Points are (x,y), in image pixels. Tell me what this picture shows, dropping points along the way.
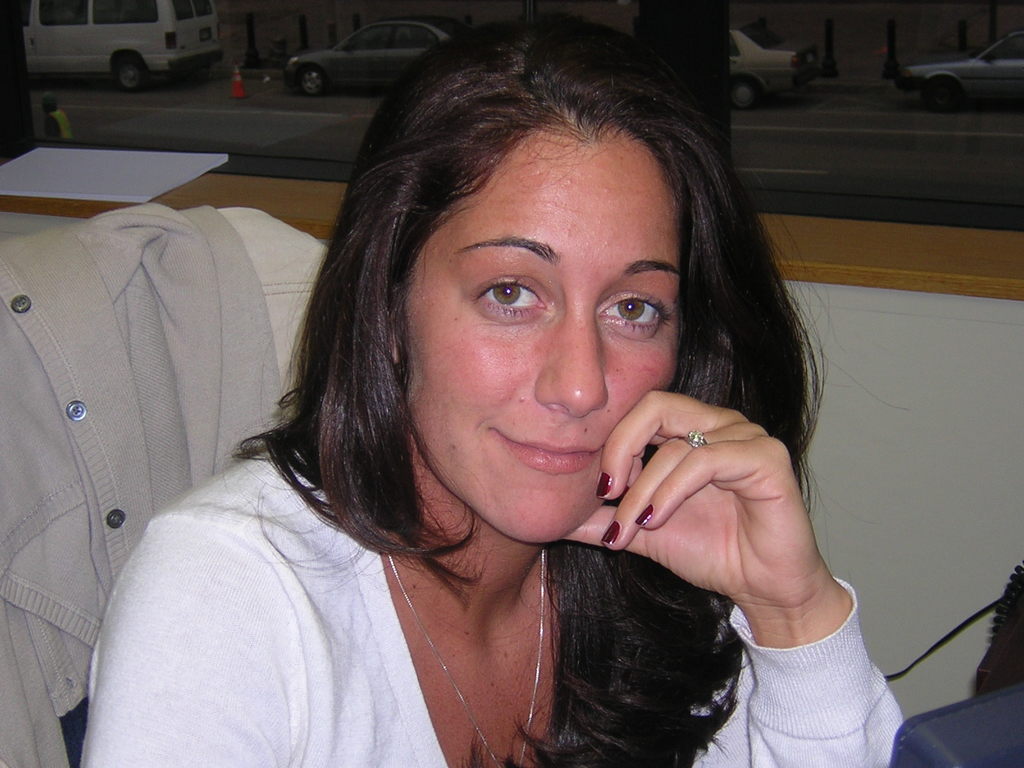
In the center of this picture (407,363) we can see a woman (744,679) wearing white color dress (294,767), smiling and sitting on the chair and we can see an object (73,404) seems to be the sweater (80,302) placed on the chair (283,284) and in the background (130,133) we can see a safety cone (239,98) and group of cars (962,67) and we can see the road (219,129) and some other objects (700,4).
